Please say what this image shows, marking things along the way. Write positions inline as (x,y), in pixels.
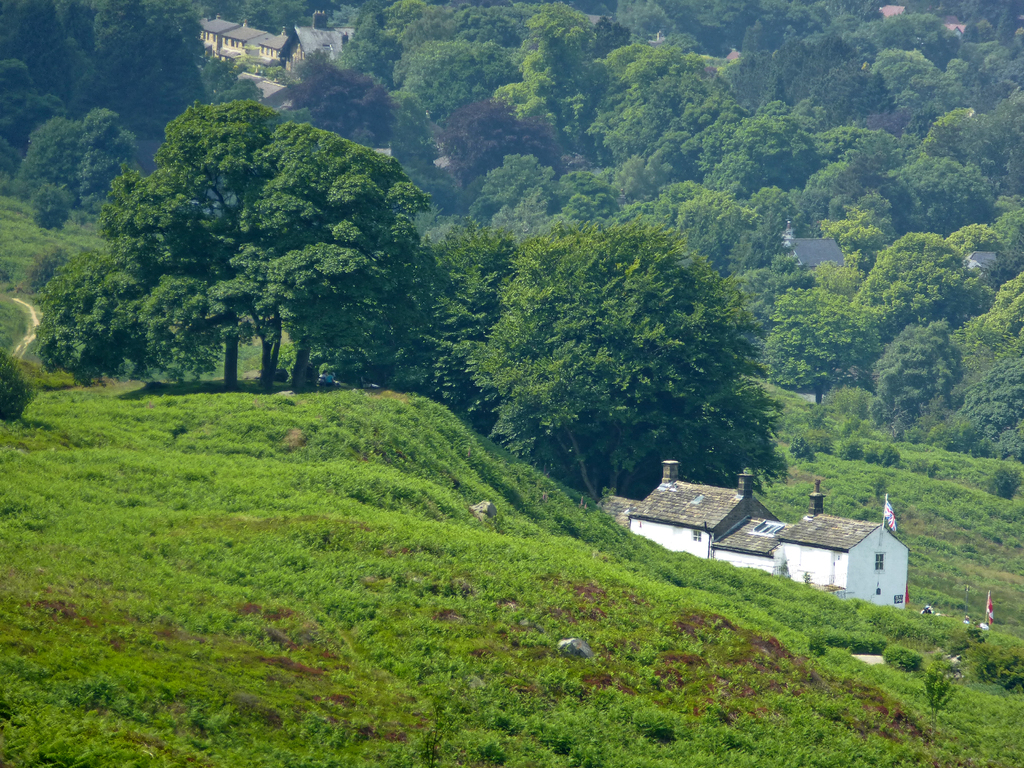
In this picture we can see grass (269,699), flags (891,510), buildings (712,492) with windows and in the background (588,136) we can see trees (608,148).
